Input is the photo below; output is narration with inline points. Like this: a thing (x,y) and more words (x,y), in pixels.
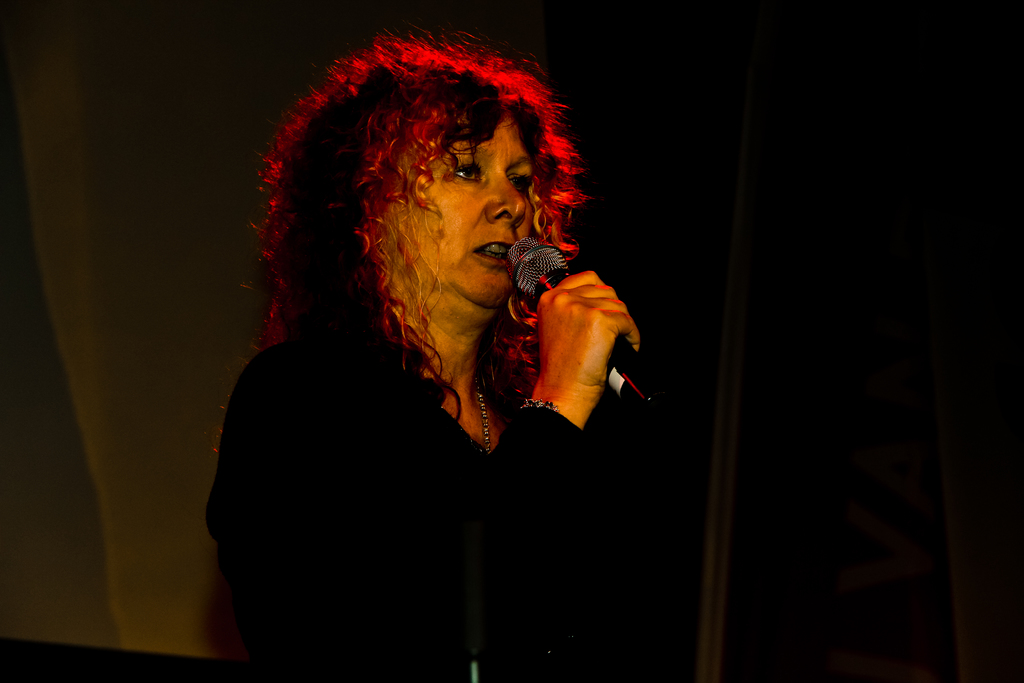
In the foreground of this image (384,620), there is a woman (385,332) holding a mic (557,277) and the background (763,248) image is not clear.
